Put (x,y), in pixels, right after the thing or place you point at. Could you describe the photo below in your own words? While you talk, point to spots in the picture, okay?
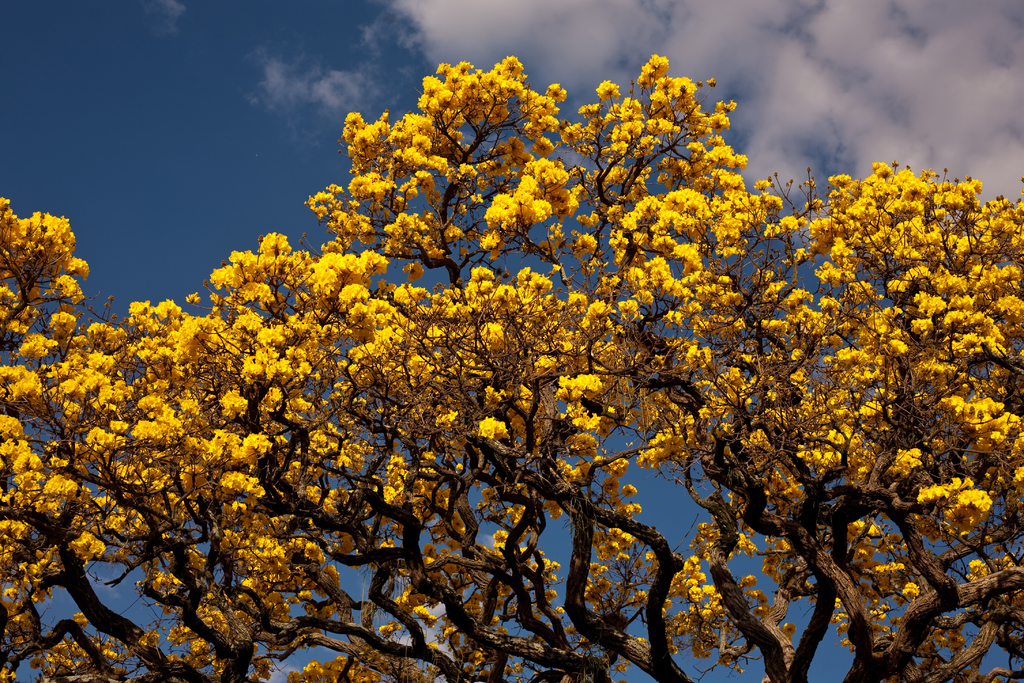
In this image we can see trees (348,517) with yellow color flowers (712,161). In the background (126,45) there are clouds (1003,154) in the sky (129,605).
